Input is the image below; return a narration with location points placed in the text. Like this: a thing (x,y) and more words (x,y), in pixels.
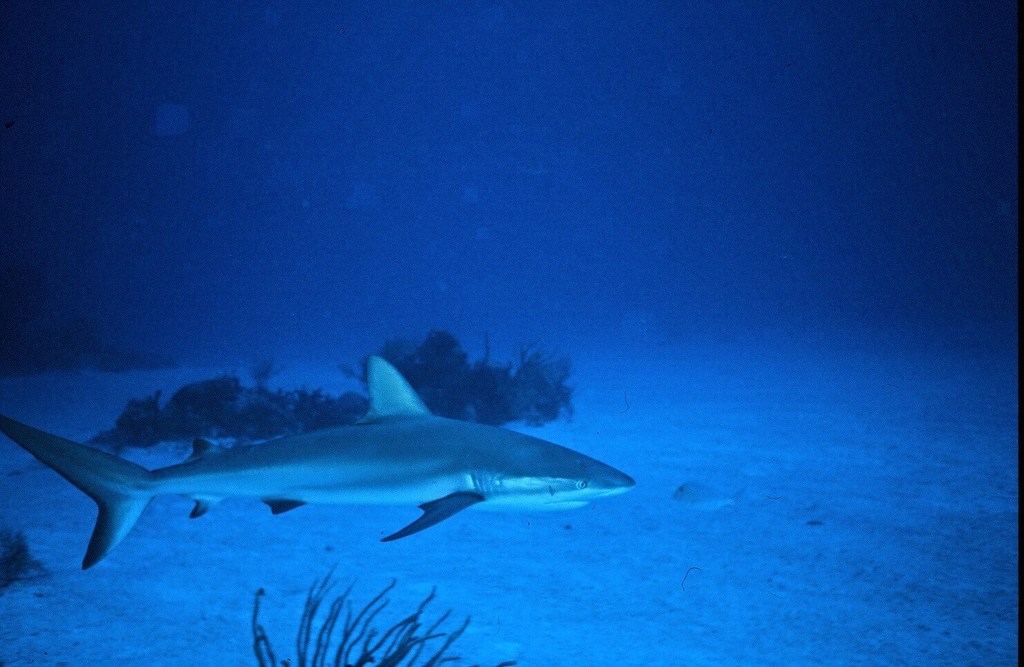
In this picture there is a fish (558,465) on the left side of the image (207,437) in the water (128,356) and there are aquatic plants (473,383) on the left side of the image (267,378), there is water (564,179) around the area of the image.
